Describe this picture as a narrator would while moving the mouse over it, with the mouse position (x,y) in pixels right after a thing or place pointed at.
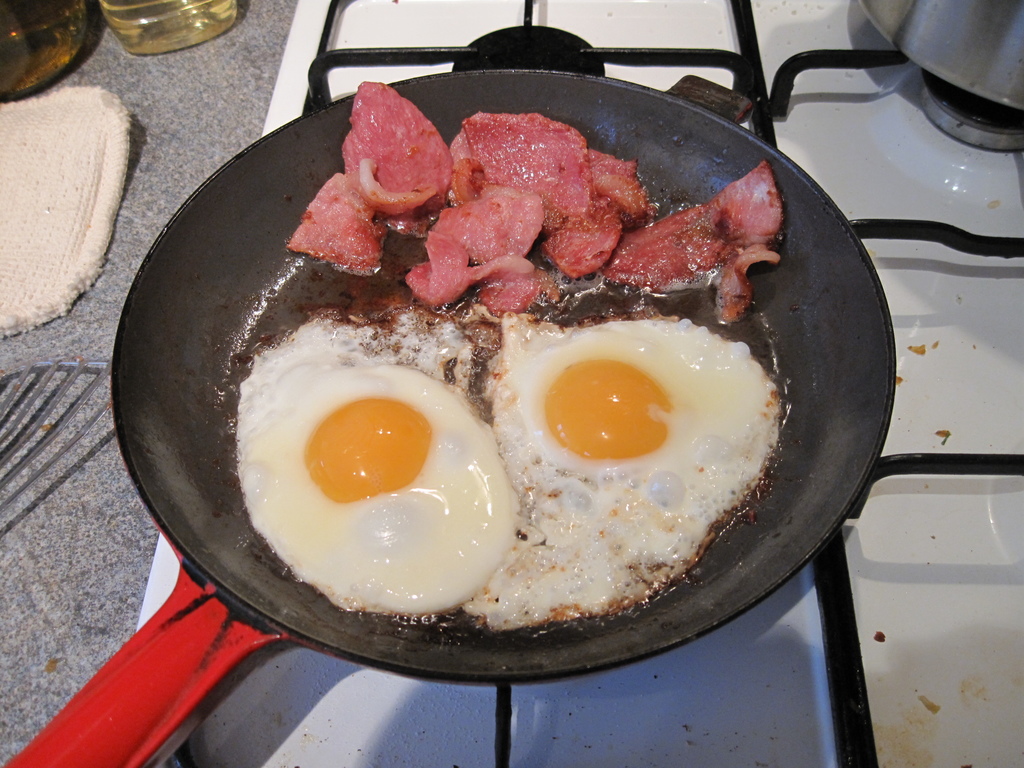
In the picture we can see a stove (767,630) with a pan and on the pan (560,630) we can see two half boiled eggs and some slices of meat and near the stove (991,630) we can see some cloth (86,151) and a bottle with oil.
